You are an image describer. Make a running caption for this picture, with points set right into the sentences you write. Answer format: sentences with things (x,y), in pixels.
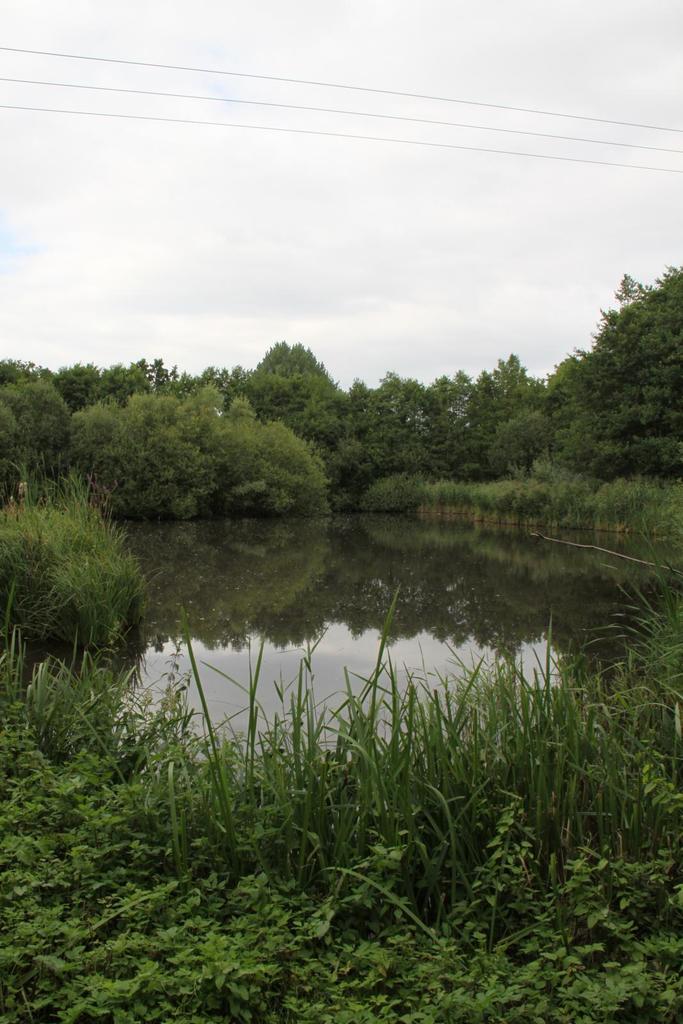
In this image, we can see so many tree (620,340), plants (549,799), grass (575,833), water (372,660). Top of the image (430,280), there is a sky (275,143).
